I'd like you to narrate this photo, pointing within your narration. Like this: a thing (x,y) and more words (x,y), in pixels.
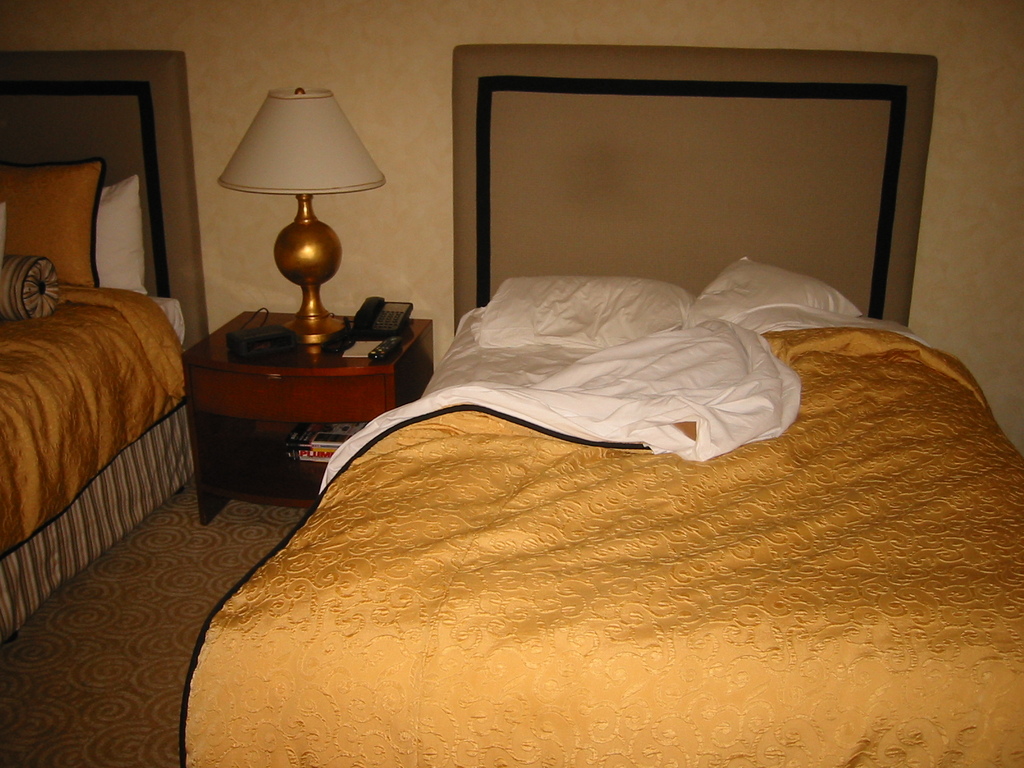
This picture is clicked inside a room (394,544). On the right side of this picture (739,519), we see a bed (673,336) with two pillows (722,298) and white bed sheet (574,365). We even see a gold blanket (495,603) on it. On the left corner of this picture (8,175), we see two pillows (134,286), one in white and other in gold color. We even see gold color blanket (60,396) in between the two beds (122,354) we find a table (268,393) on which phone (379,318), remote (383,343) and lamp (307,182) is placed. Behind that, we see a wall (342,60).
